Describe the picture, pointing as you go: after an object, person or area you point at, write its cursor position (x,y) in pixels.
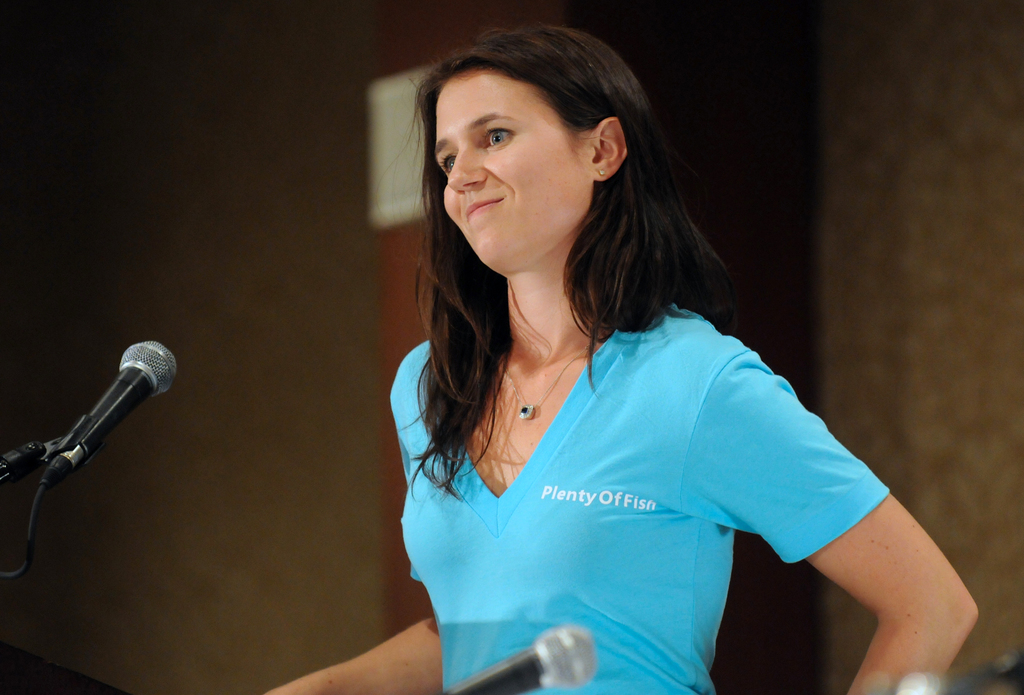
In the picture I can see a woman (520,404) is standing. The woman (556,427) is wearing a blue color T-shirt (603,540). Here I can see microphones (483,680). The background of the image (243,525) is blurred.
